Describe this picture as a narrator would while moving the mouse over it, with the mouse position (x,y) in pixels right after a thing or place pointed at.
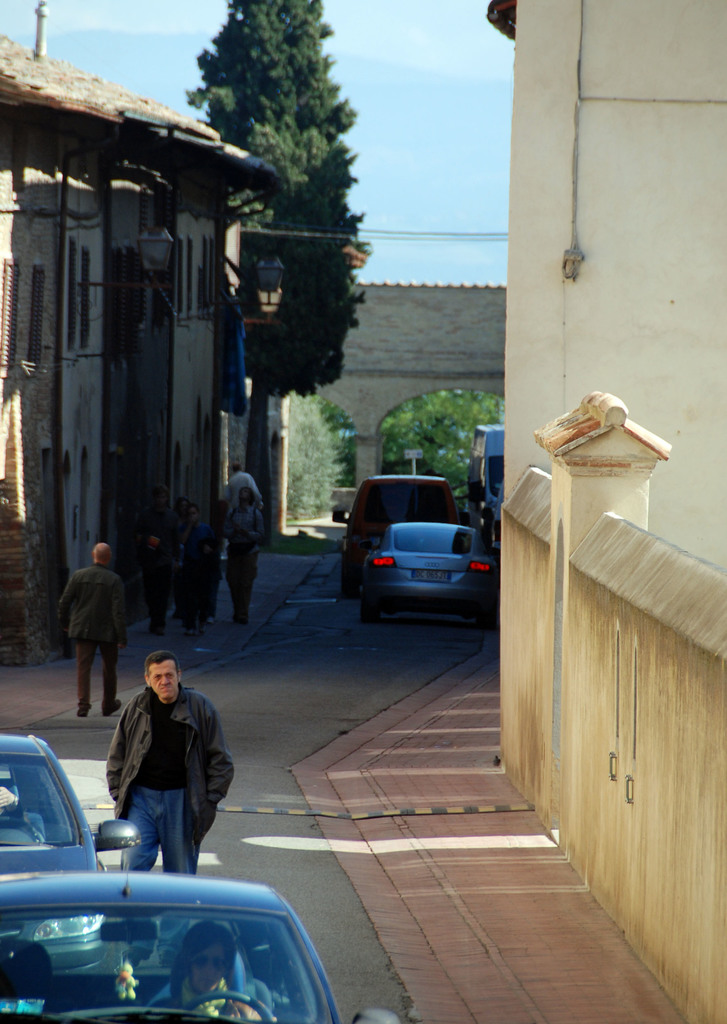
There is a group of people (162,692) and cars (189,930) present at the bottom of this image (178,782). We can see a house (116,336) on the left side of this image (133,382) and a wall (552,539) on the right side of this image (591,564). We can see trees (297,306) in the middle of this image (325,413). The sky (432,167) is in the background (433,144).
